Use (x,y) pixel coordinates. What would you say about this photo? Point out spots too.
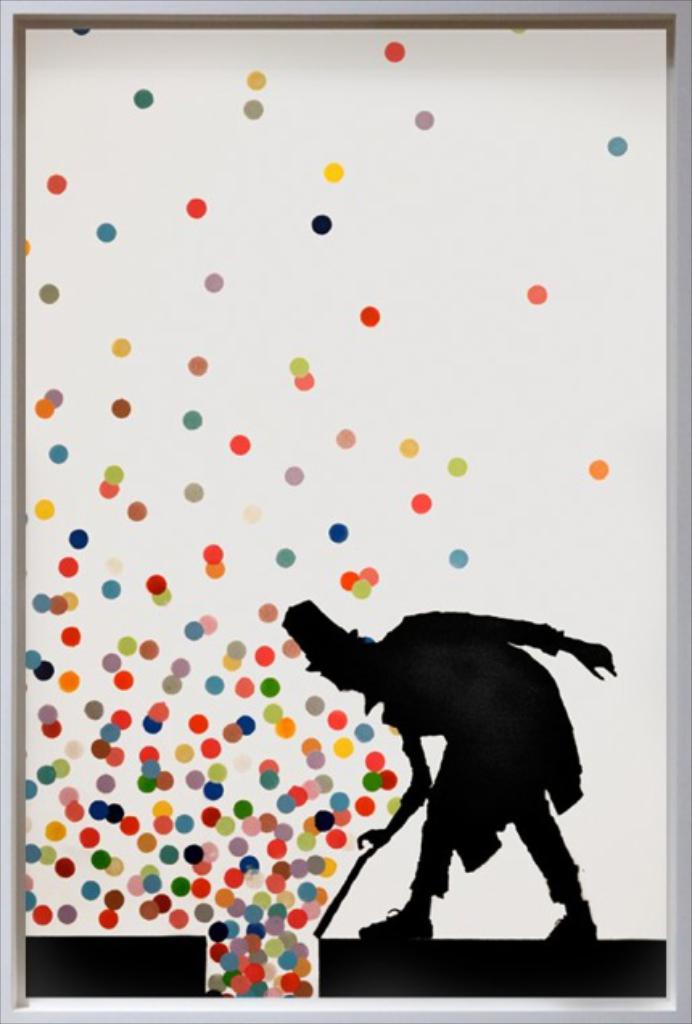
In this picture I can see a frame (492,190) on which I can see a person (394,649) who is holding a stick (330,908) and I see colorful dots (198,420) and I see that this is a depiction picture.
